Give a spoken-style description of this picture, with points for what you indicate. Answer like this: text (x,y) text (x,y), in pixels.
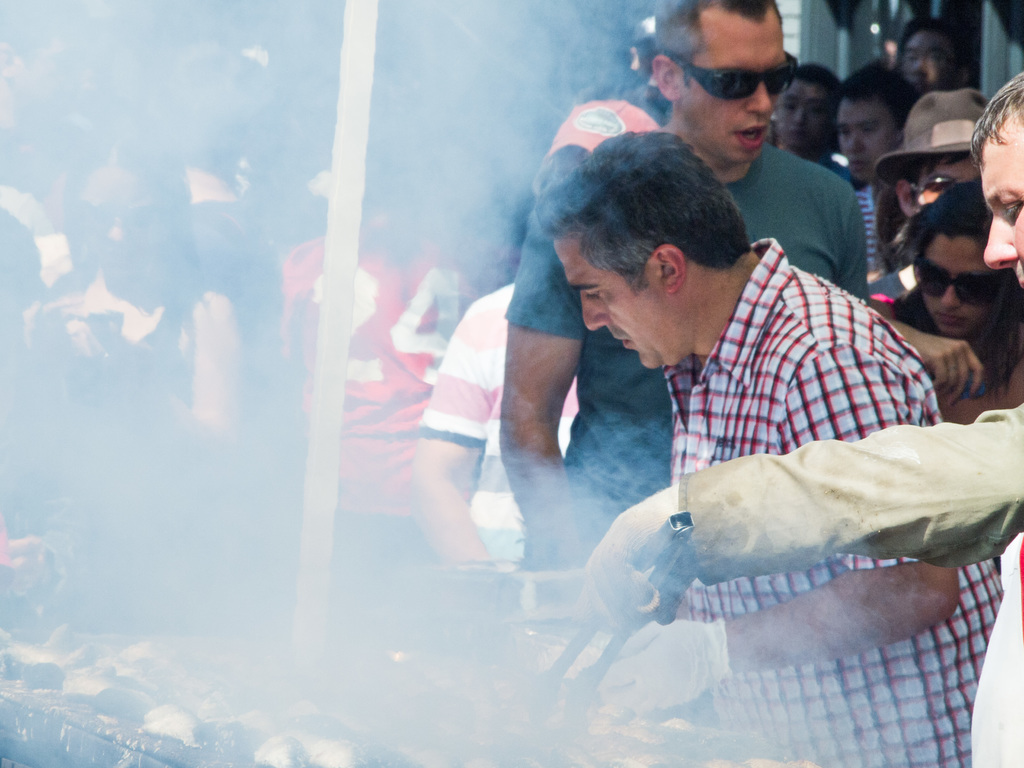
On the right side of the image (996,262) there is a person (982,548) holding the tongs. In front of him there are food items (301,740) on the grill (18,715). Beside him there are a few other people (1016,299).
